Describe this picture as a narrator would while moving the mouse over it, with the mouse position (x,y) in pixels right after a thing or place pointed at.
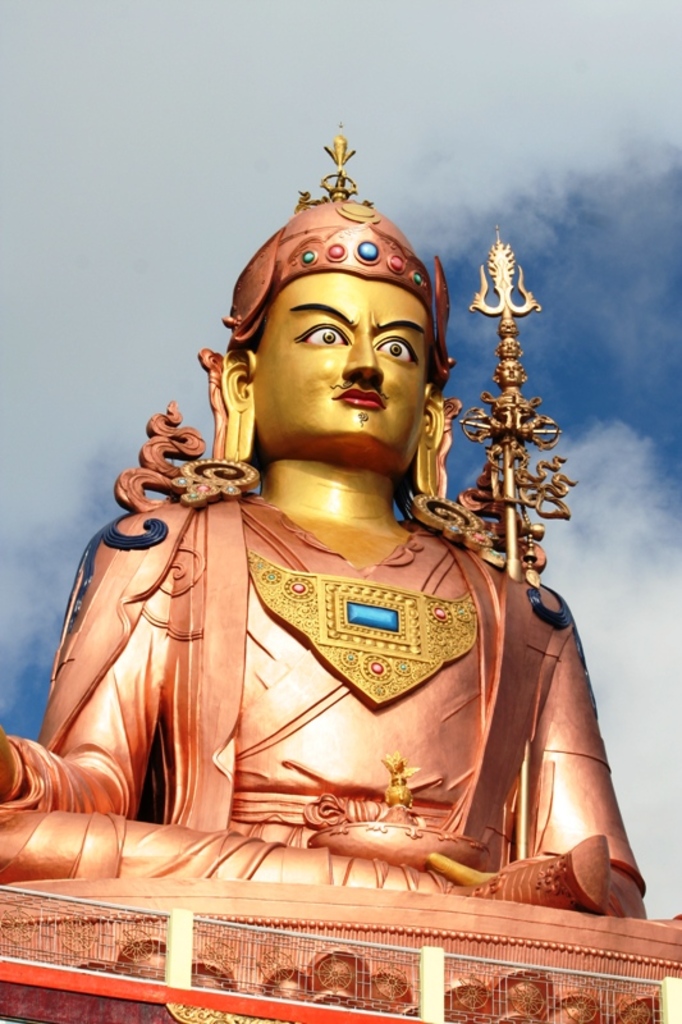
The picture consists of a sculpture (389,530). At the bottom (233,985) there is railing (503,984). Sky (197,236) is cloudy.
